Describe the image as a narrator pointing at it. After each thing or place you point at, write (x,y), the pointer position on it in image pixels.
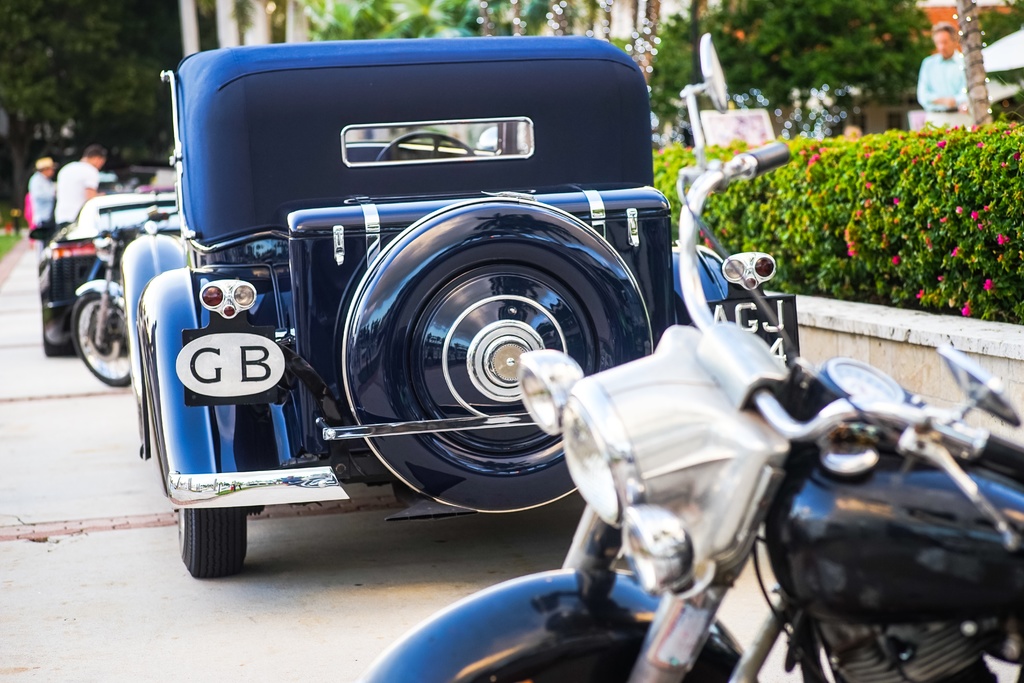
In the center of the image (359,394) we can see vehicles (306,491) on the road (175,574) and there are people (87,192). On the right (962,251) there is a hedge (815,185). In the background (814,12) there are trees (62,51).
